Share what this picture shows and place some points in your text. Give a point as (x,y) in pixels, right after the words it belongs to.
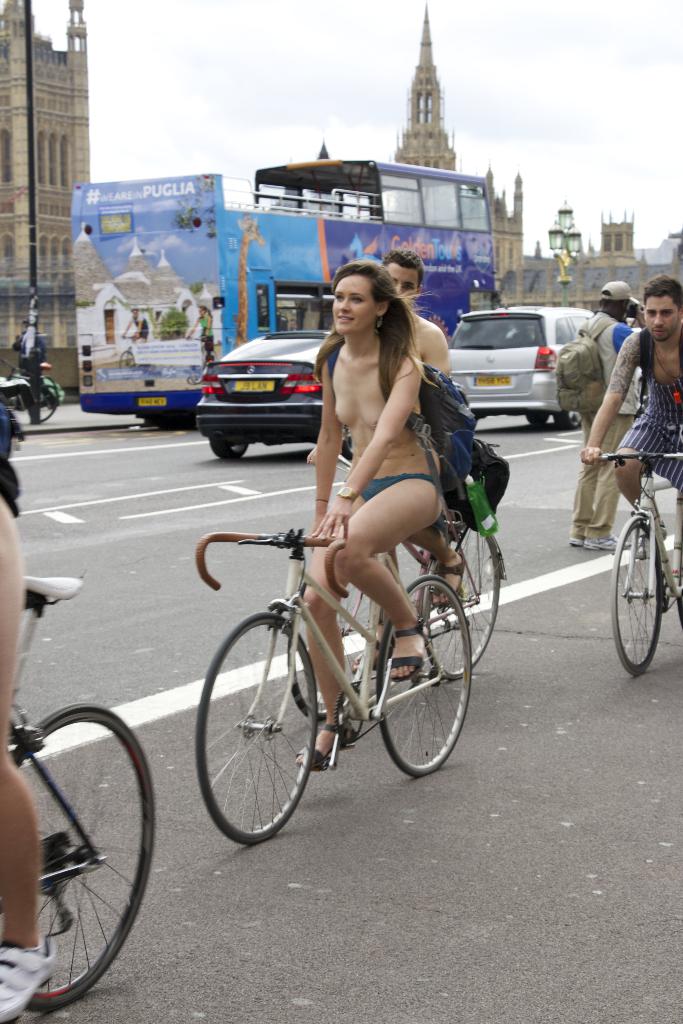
there are many persons (368,560) riding a bicycle (412,693) on the road (555,926) there are cars (551,348) buses (282,215) on the road (523,501) there are building (14,291) near to the car (512,350) here we can see cloudy sky (364,103).
